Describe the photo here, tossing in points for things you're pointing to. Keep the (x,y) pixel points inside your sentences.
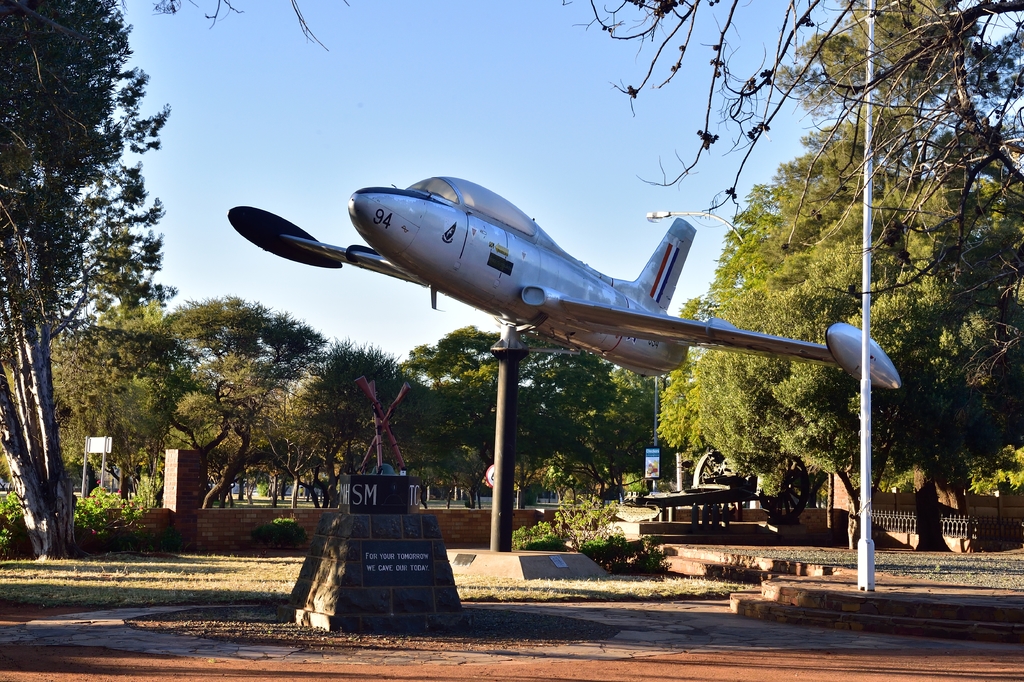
There is an aeroplane (646,286). Here we can see poles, plants (655,559), boards (418,578), fence (957,517), and trees (62,526). This is grass (236,578). In the background (625,194) there is sky (622,179).
